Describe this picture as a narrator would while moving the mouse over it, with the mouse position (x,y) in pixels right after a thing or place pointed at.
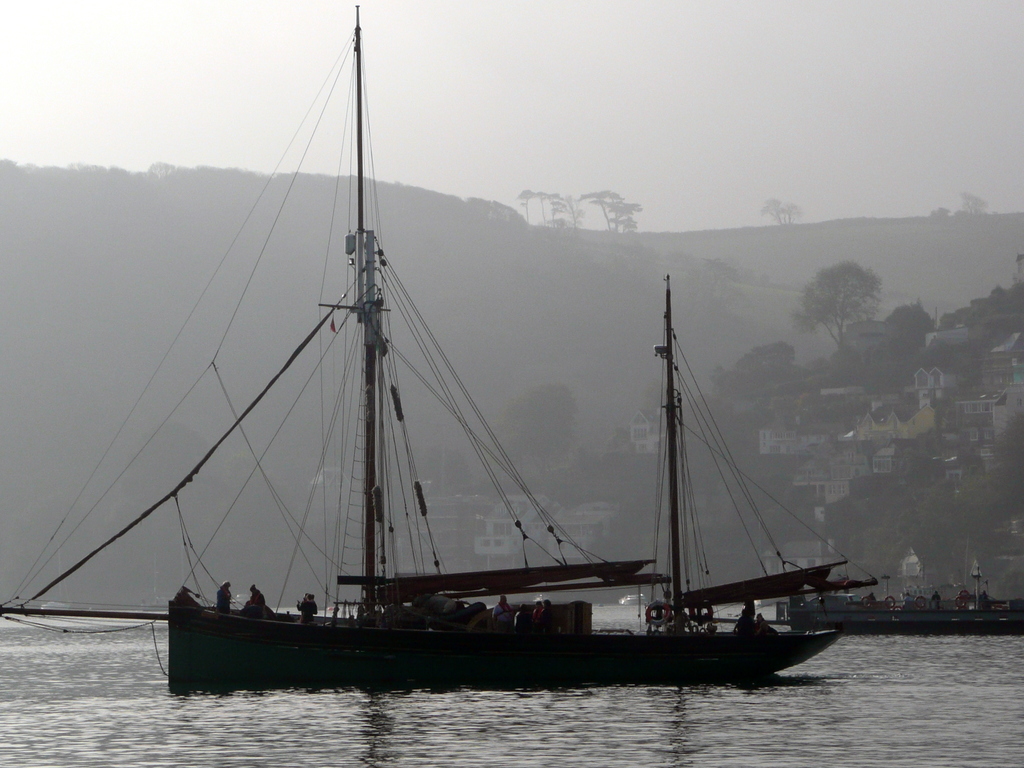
In this image I can see the water (764,708), a boat (596,656) on the surface of the water (831,736) and in the background (308,287) I can see few mountains (405,251), few buildings (827,450), few trees (847,510) and the sky (540,113).
